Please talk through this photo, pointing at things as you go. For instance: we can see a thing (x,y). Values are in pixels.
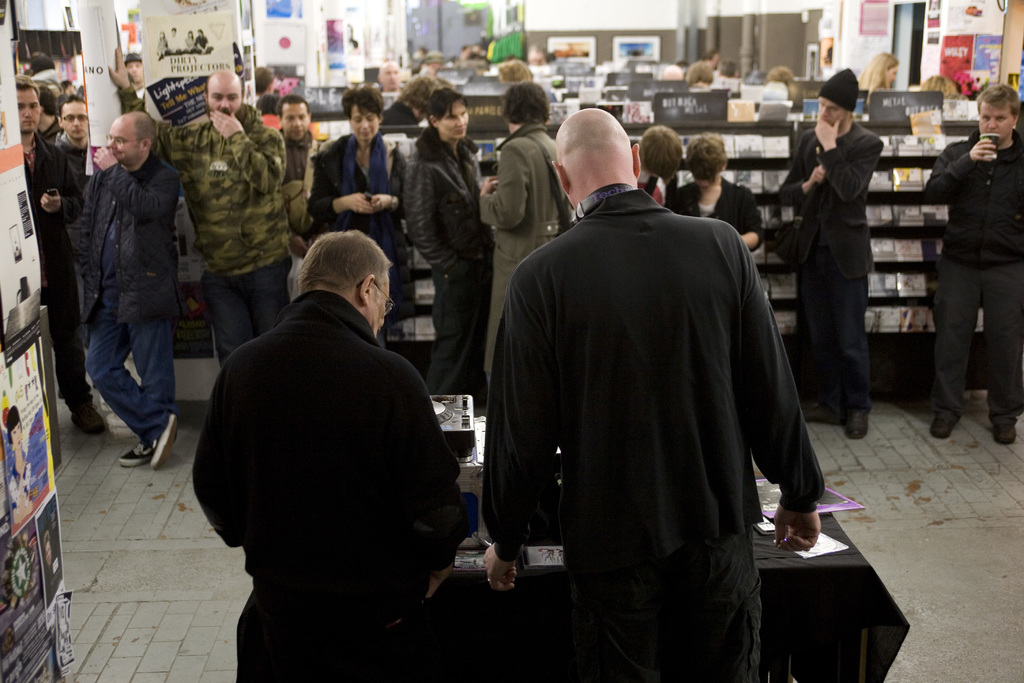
In this picture all the people (461,139) are standing. The front two people (446,498) are standing in front of the table (771,590). There are wearing black dress (572,431). To the left side (28,444) there are some posters (39,536).
